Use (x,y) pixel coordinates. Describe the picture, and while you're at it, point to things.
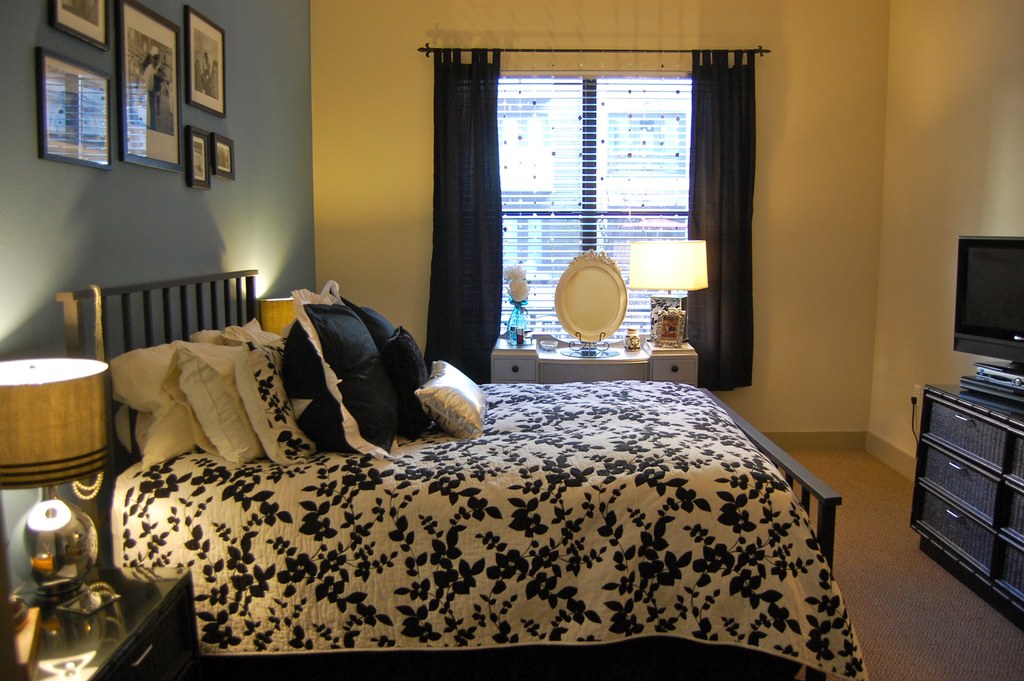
It is a closed room (415,250) where a bed (451,471) is present in the center of a room (438,504) with comforter (483,482) and pillows (375,399) on it and coming to the left corner of the picture (150,589) there is a table (109,636) and a bed lamp (51,558) on it and there is a wall (20,192) with photos (188,138) present on it and at the right corner of the picture (1001,424) there are wooden shelves (977,416) and stand (923,428) and a tv (960,295) on it and in the centre of the room (478,232) there is a big window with curtains (729,76) and a table (524,380) in front of it with a small mirror (592,327) and bed lamp (696,277) and flower vase (514,266) on it.
